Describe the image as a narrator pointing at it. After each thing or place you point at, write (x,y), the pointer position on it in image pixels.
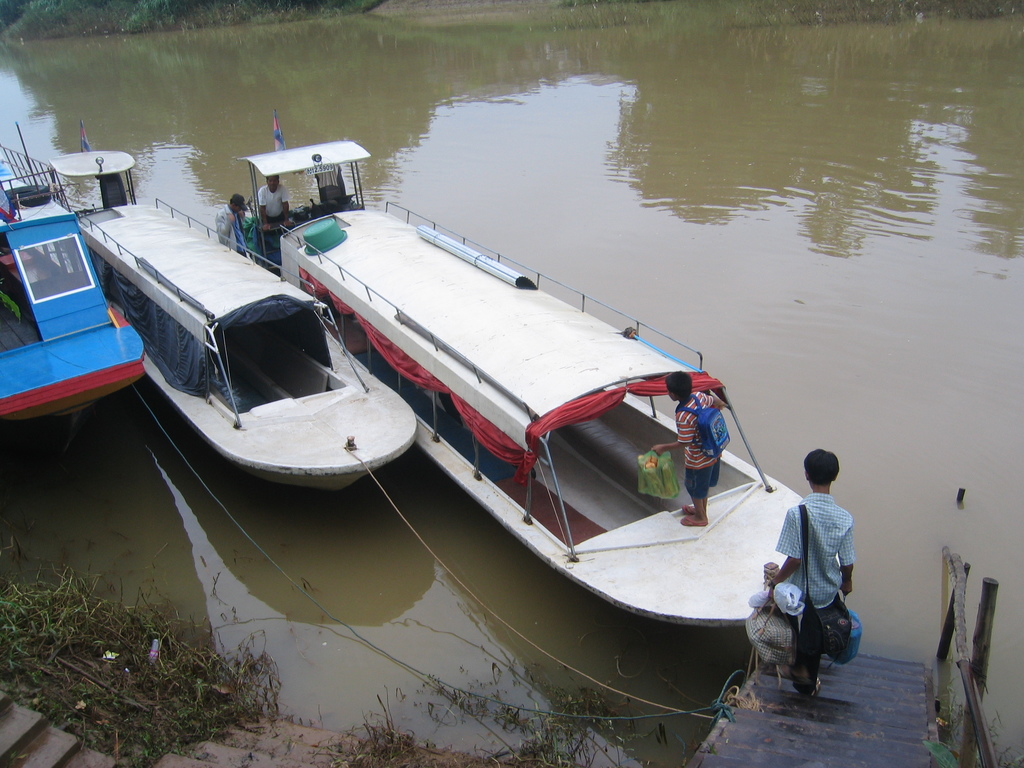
In this picture there are boats (519,425) in the center (454,425) and on the left side of the image (26,343), there is water (798,208) around the area of the image and there is a dock (903,712) at the bottom side of the image (891,754), there is a person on it.
